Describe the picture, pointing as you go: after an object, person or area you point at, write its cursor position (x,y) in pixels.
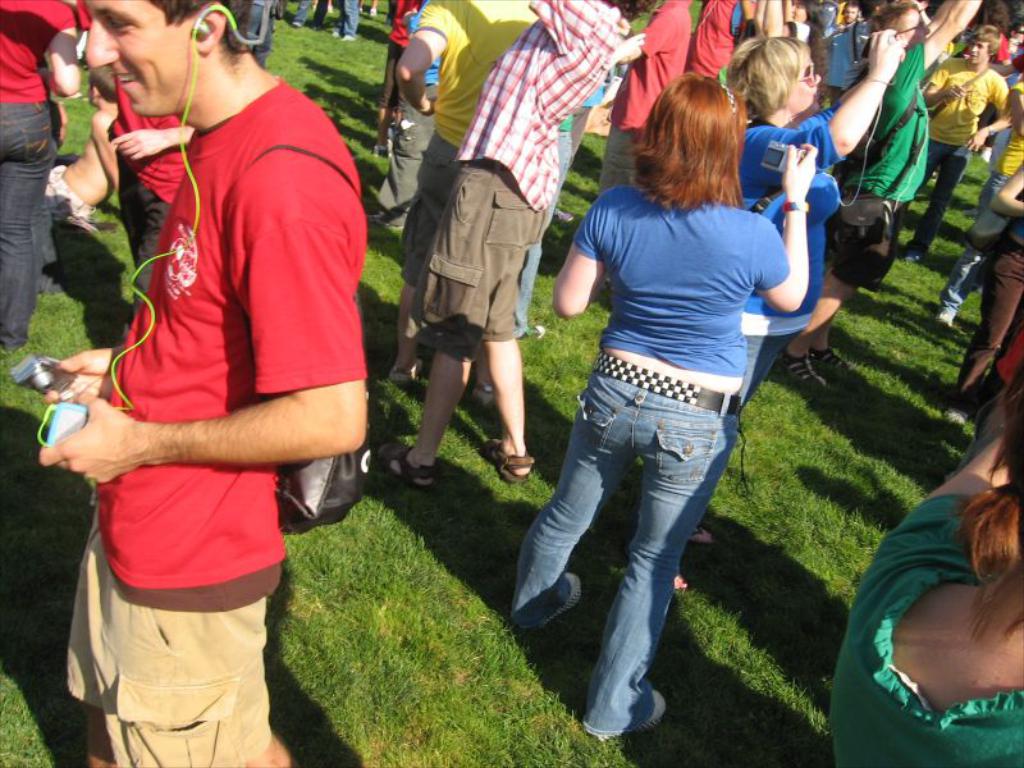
In this image I can see the group of people (610,338) with different color dresses (528,288). I can see few people (350,403) are holding the cameras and one person (111,448) holding the blue and white color object (66,429). And these people (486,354) are wearing the bags (366,473). These people (350,340) are standing on the ground (442,718).
